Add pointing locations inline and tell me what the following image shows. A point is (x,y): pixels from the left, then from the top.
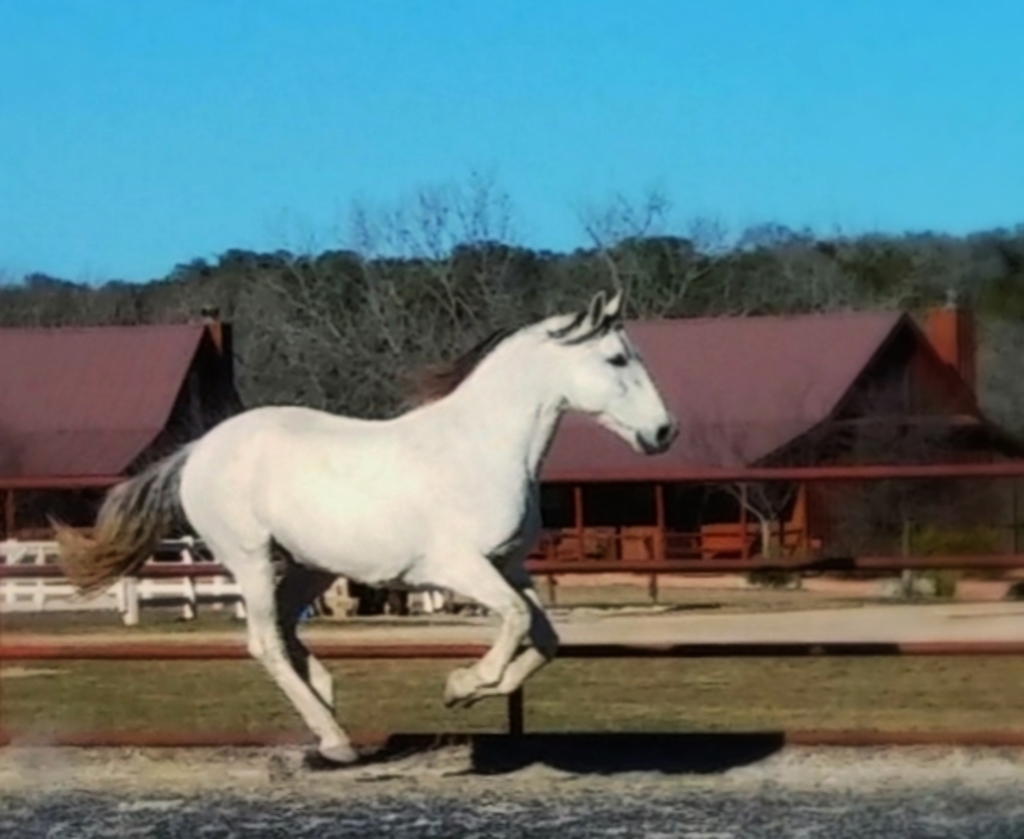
In this image there is a white horse (370,558) running on the ground (570,800). In the background (794,354) there are two houses (119,368) one beside the other. Behind the houses (768,338) there are trees (390,303). At the top (400,58) there is the sky (256,80). Behind the horse (402,551) there is a fence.
